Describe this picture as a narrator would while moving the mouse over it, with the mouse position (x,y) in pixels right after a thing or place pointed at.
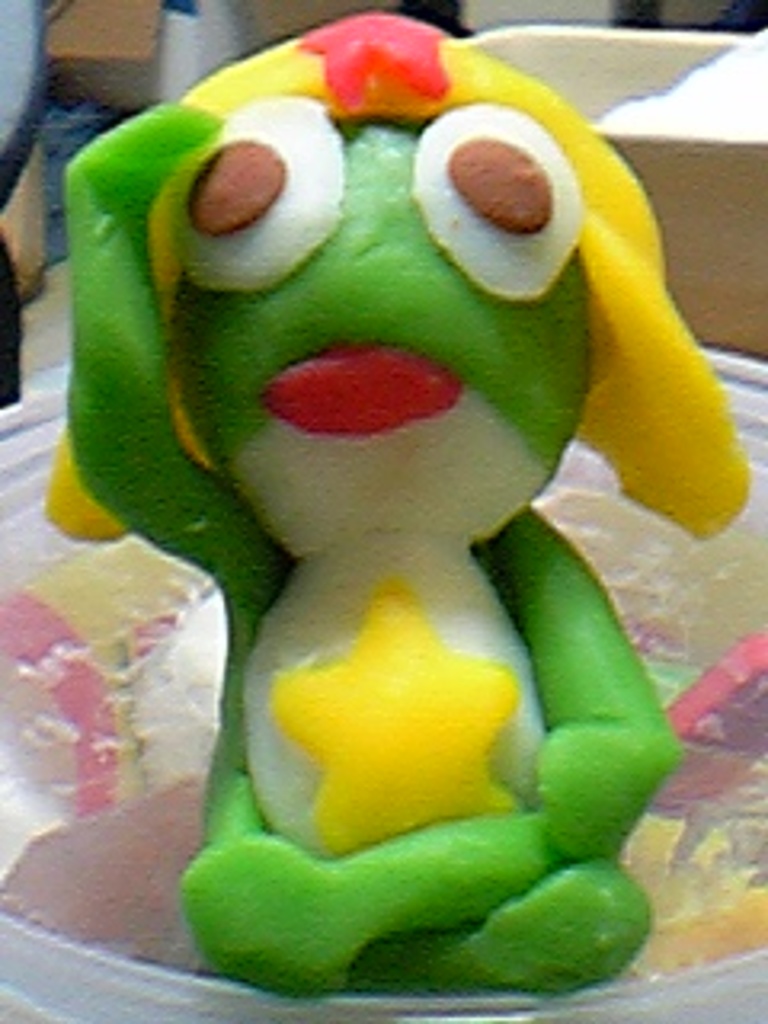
In the image there is a toy (400,429) kept on some surface (115,975) and behind the toy (154,427) there are some objects (88,44).
